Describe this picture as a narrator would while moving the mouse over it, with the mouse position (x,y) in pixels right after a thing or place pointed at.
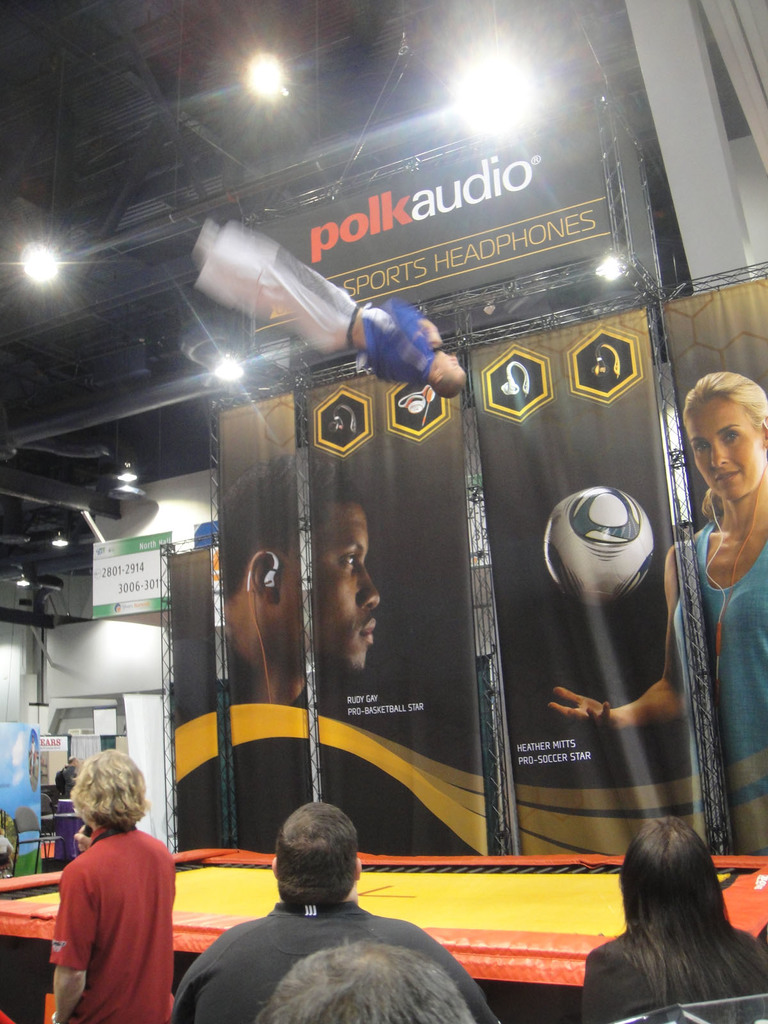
In this picture I can see few banners (449,630) with some text (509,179) and pictures (560,589) and I can see a board (491,241) with some text (472,182) and I can see a trampoline (425,858) and a human (303,306) in the air (187,292) and I can see few people (93,871) and few lights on the ceiling (24,200) and I can see a board (146,598) with some text (137,579) on it on the left side (127,604).
